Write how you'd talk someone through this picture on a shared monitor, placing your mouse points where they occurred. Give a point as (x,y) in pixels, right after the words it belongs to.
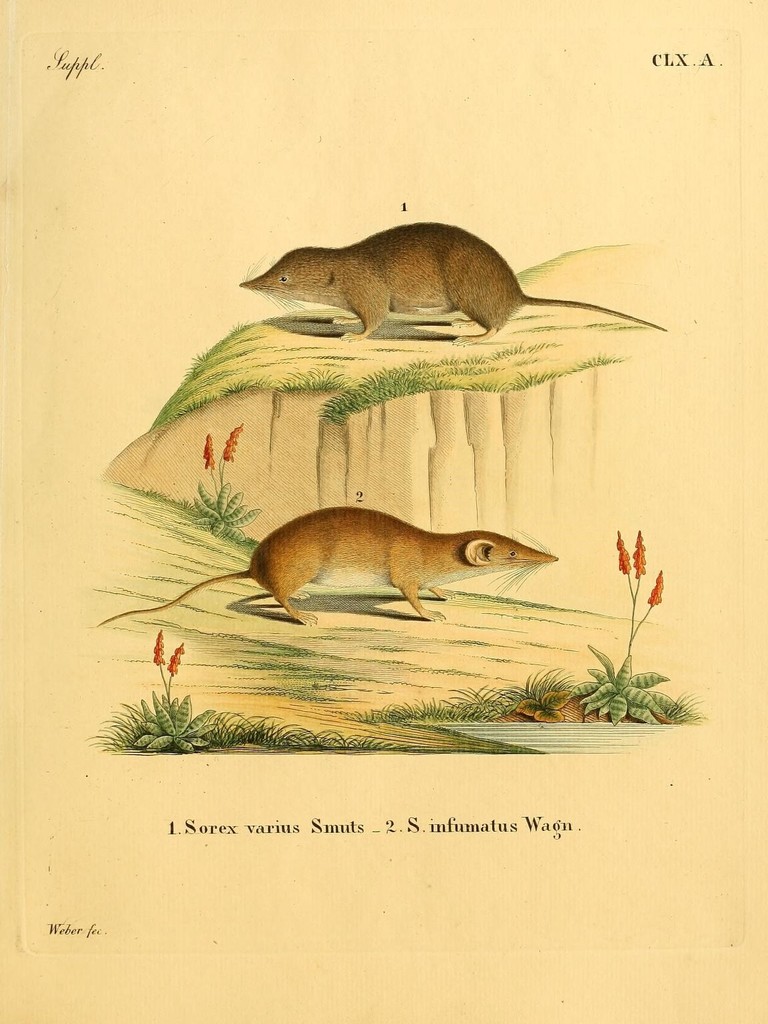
In the image we can see there is a cartoon poster (443,438) and there are two rats (428,260) standing on the ground (375,398). There are flowers (159,664) on the plant (171,704) and there is a text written on the poster (434,903).
